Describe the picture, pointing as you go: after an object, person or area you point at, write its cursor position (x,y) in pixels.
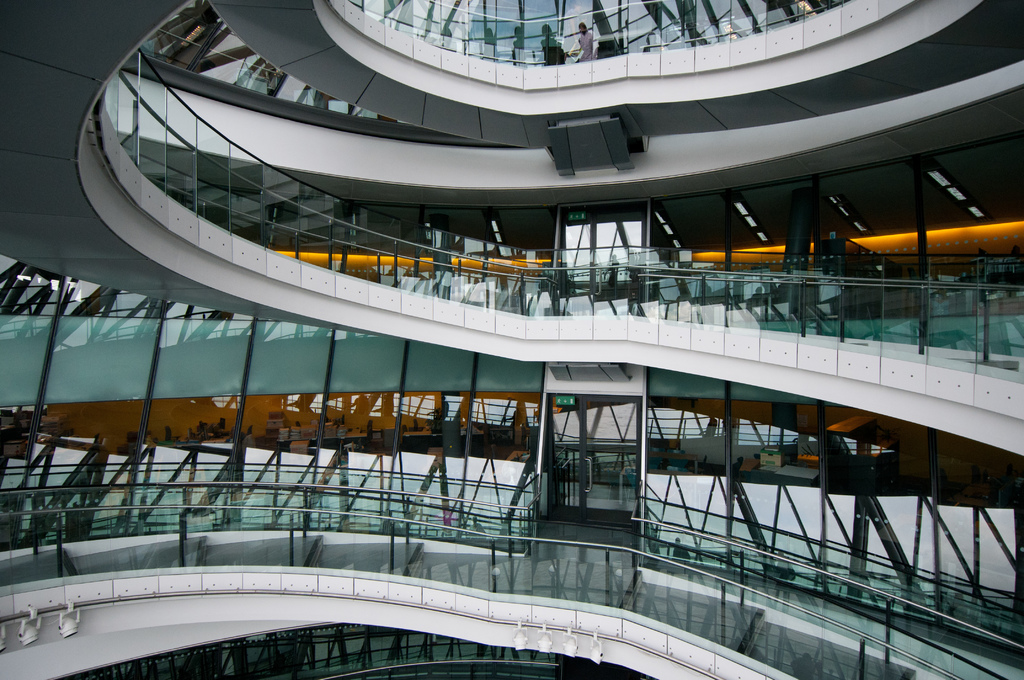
In this picture we can see an inside view of a building (637,54), there are some glasses (438,355) and metal rods (1017,537) in the middle (626,252), we can see lights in the background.
